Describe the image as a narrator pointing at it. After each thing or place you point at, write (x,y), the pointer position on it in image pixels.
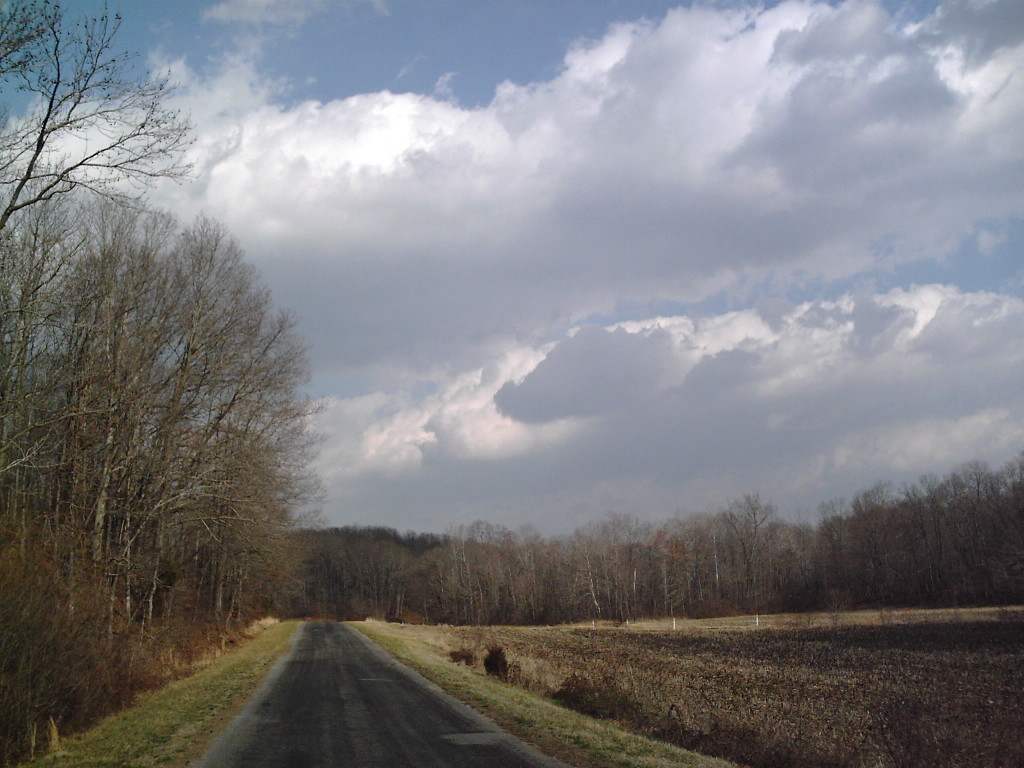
This image is clicked on the roads (363,736). At the bottom (348,718), there is a road (341,705). On the right (789,699), there is dry grass (763,707) on the ground (729,706). In the background (573,576), there are many trees (409,563). At the top (618,177), there are clouds (598,328) in the sky (636,374).
